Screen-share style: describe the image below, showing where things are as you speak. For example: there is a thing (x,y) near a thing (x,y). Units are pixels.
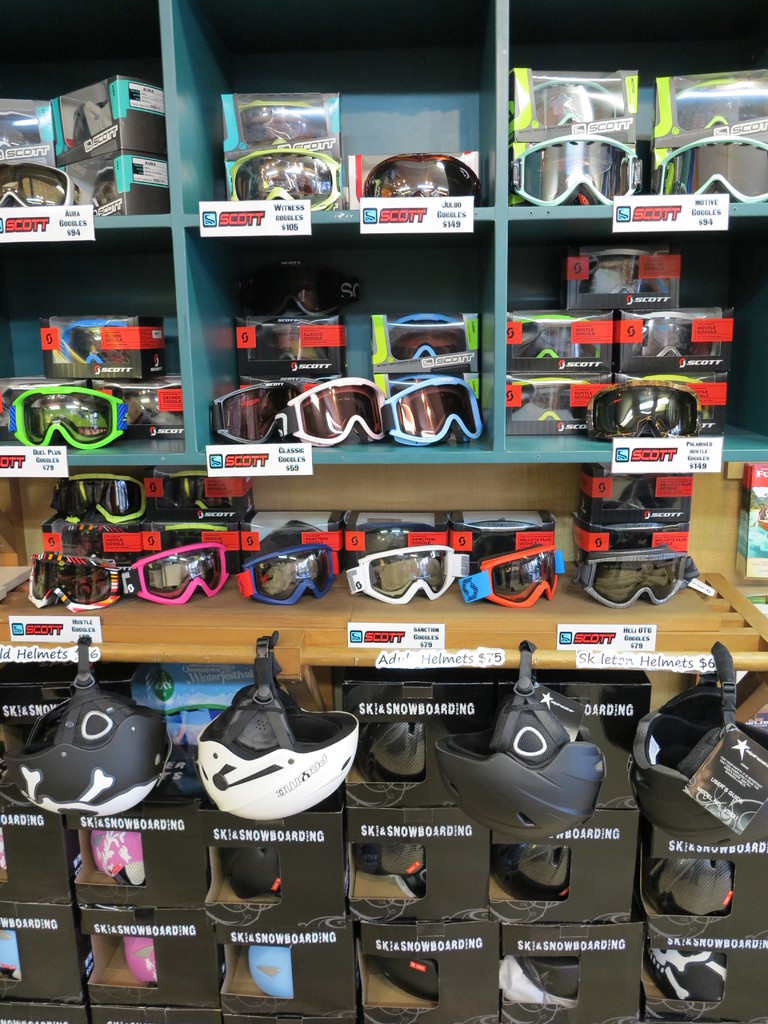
In this image, we can see a wall shelf (510,260) and tables (577,604) contains some goggles (144,574). There are helmets (336,742) at the bottom of the image (471,790).
